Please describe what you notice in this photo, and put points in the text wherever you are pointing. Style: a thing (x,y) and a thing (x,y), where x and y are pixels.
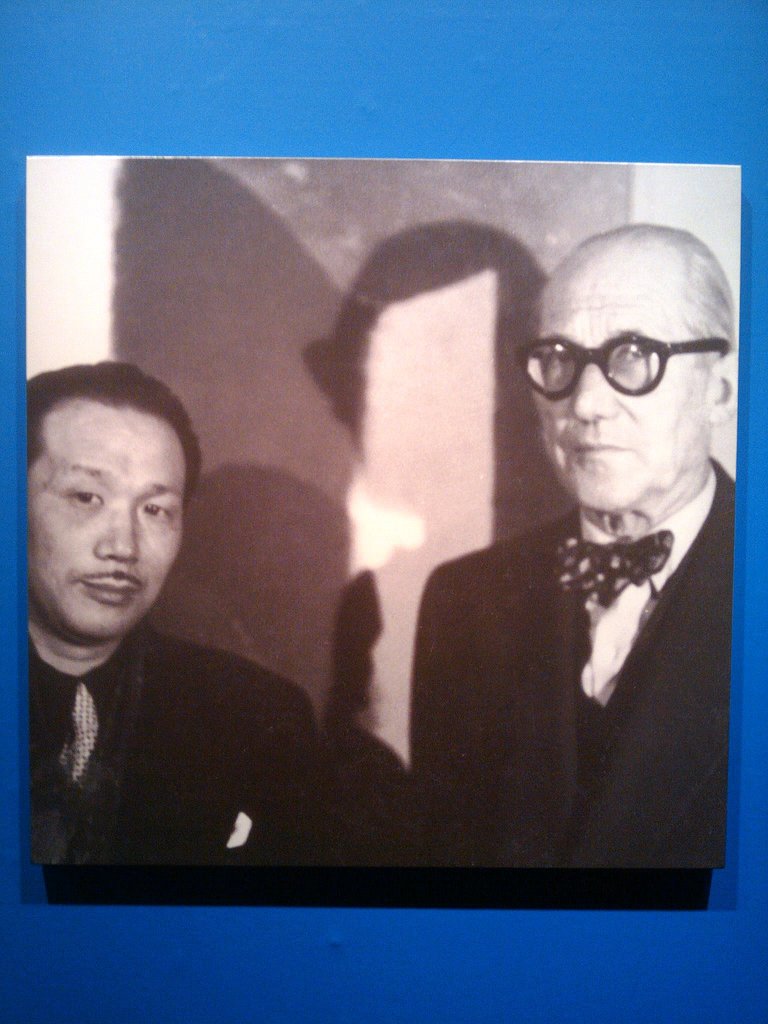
In the center of the image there is a wall (279,59), which is in blue color. On the wall (741,802), we can see one black and white photo (434,585). On the photo (422,604), we can see two persons (624,660) are standing and the right side person (575,607) is wearing glasses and a few other objects (505,617).
